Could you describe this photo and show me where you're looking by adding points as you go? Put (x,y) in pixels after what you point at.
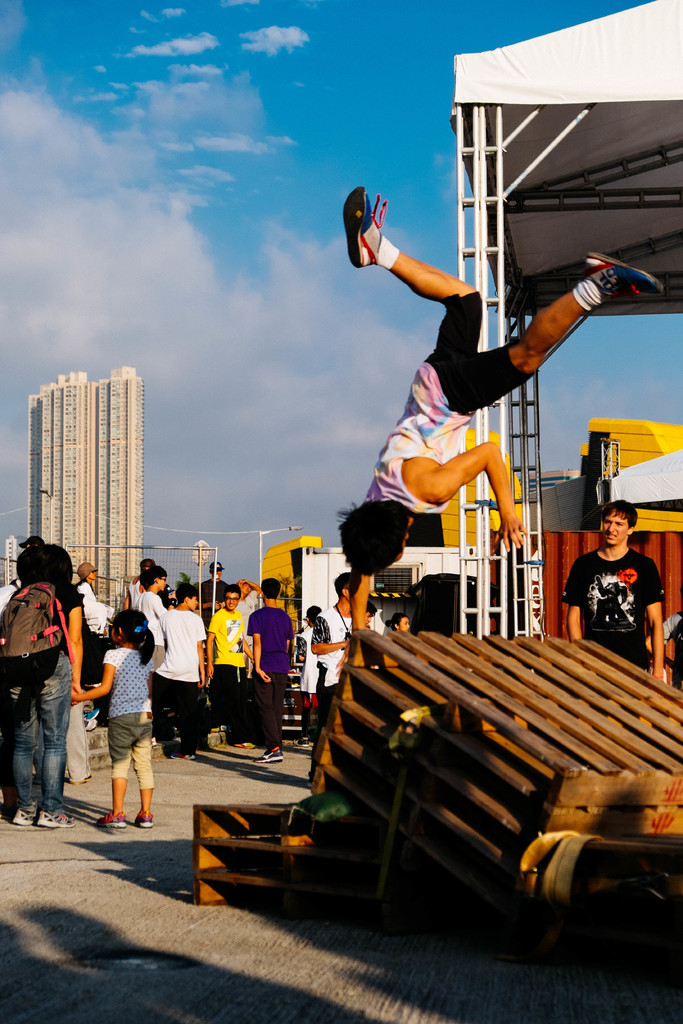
In the image on the floor (284,1019) there are few wooden objects (618,718). Above them there is a man (406,417) in the air. Behind him there are rods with roof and there are few people (27,718) standing on the ground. In the background (42,461) there are buildings (133,544), poles (262,558) with street lights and also there are brown and yellow color objects (549,554).
